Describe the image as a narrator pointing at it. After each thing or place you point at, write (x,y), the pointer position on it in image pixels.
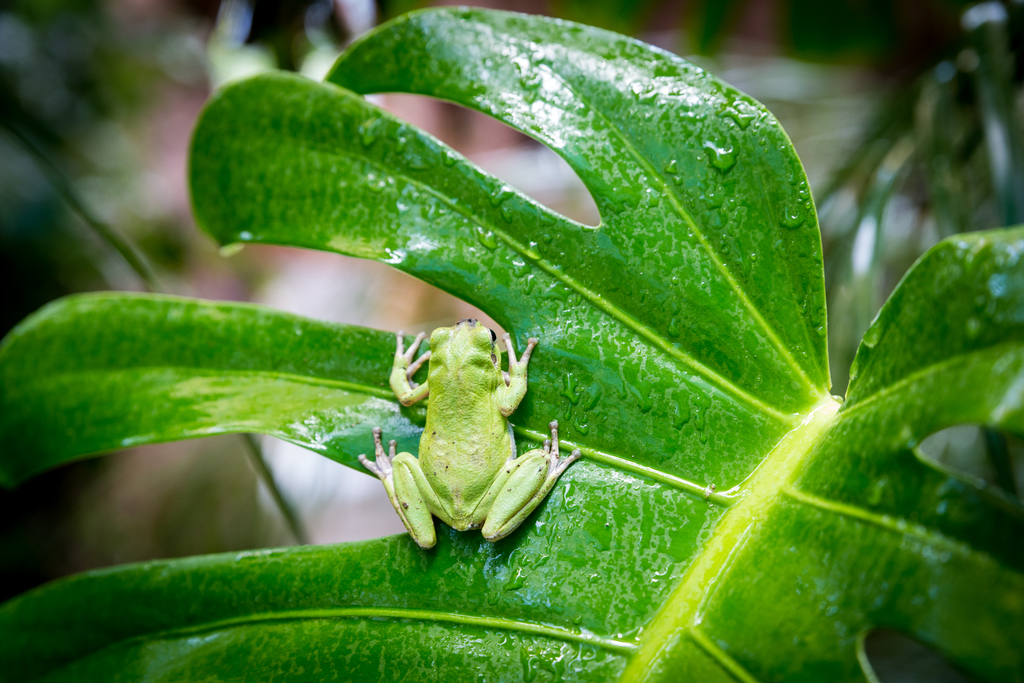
In this picture there is a green frog (464,441) who is standing on the leaf (618,553). On the right (940,204) there is a plant (940,204).
